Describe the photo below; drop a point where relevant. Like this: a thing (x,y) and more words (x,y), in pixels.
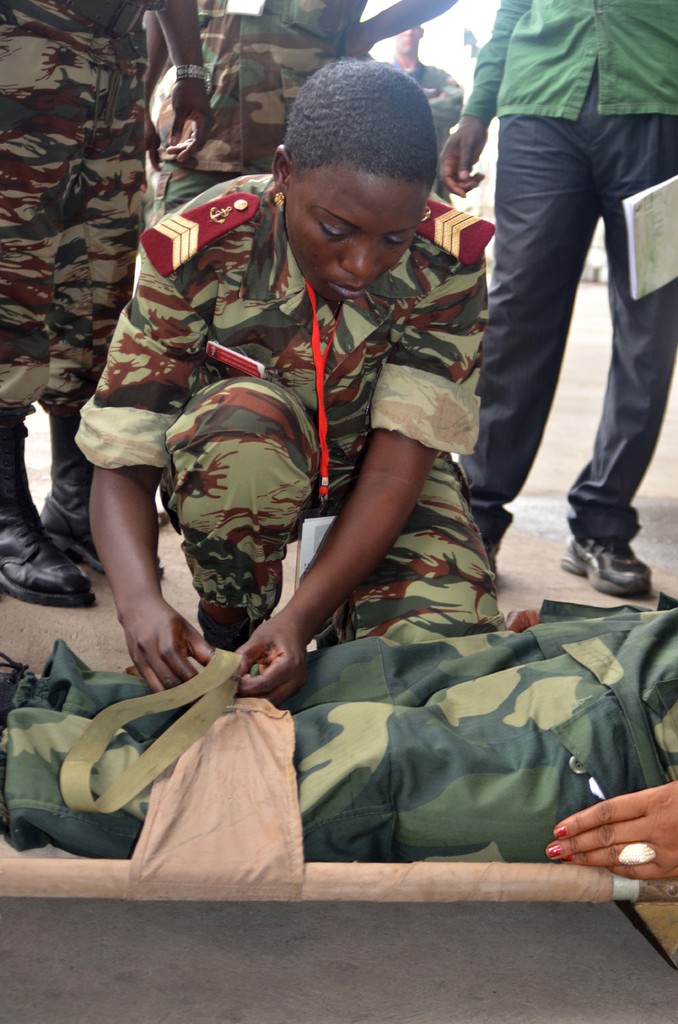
In this picture there is a girl (670,632) who is lying on a stretcher (314,889) at the bottom of the image (484,806) and there is another girl (221,256) in the center of the image (432,603) and there are other people (9,87) those who are standing at the top side of the image (229,126).
